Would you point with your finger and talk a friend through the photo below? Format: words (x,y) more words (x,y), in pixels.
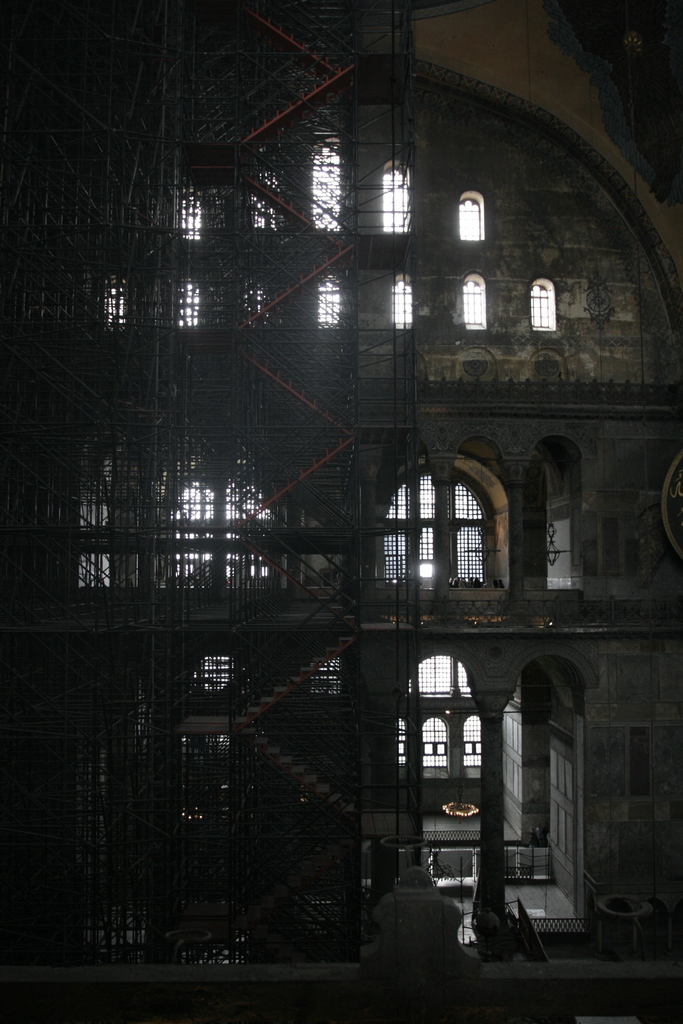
In this picture I can see a building (413,551) with windows (434,737), there are iron grilles (266,104) and stairs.
